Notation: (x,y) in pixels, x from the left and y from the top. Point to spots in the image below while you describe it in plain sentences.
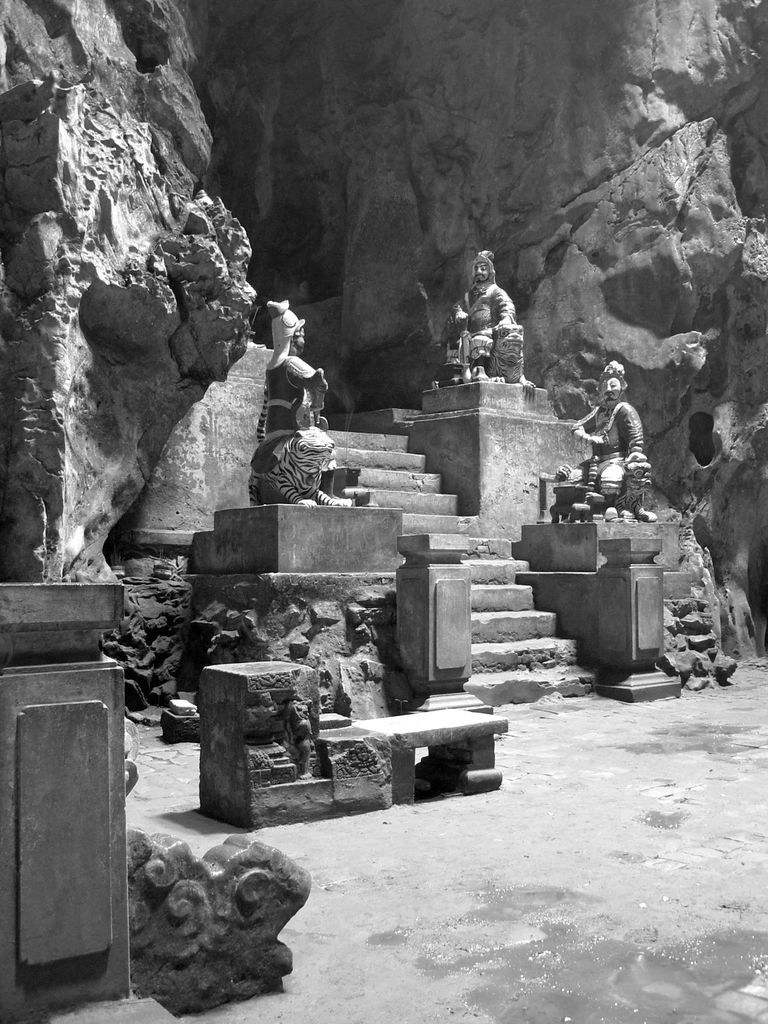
This is a black and white picture. Here we can see statues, steps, rocks (3,373), and ground (585,915).
